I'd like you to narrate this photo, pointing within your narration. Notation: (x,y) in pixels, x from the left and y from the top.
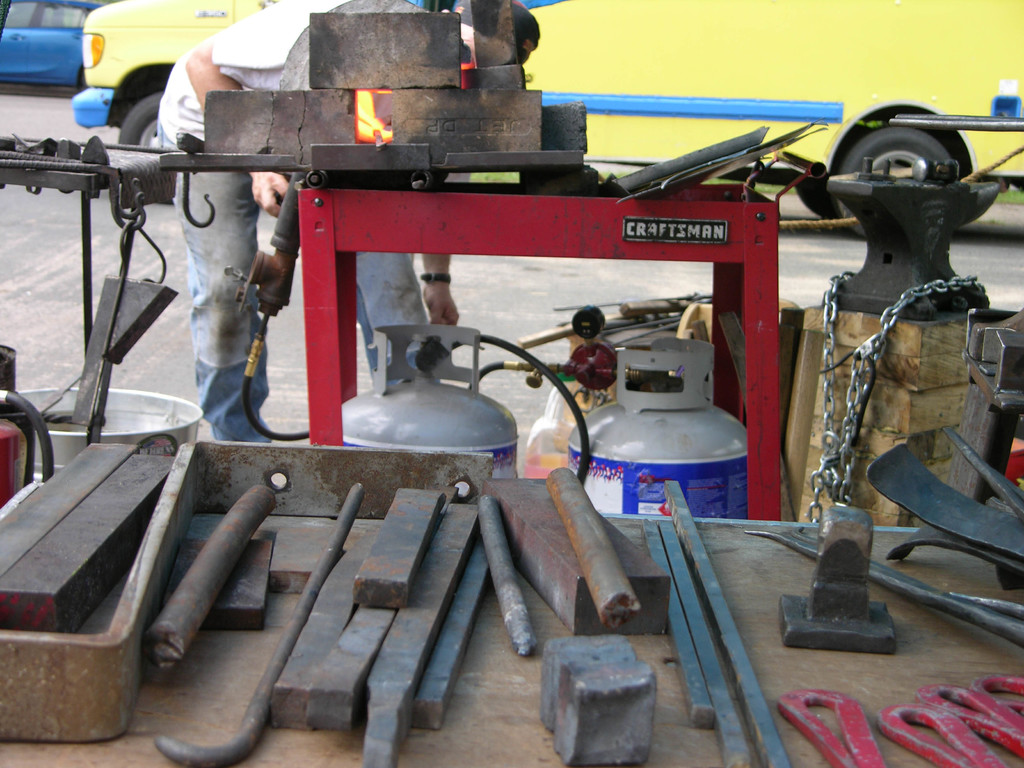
In this image in front (696,551) there are metal tools (657,552) on the table (731,566). In front of the table (731,566) there are two cylinders (495,413) and a gas stove (324,125). In front of the gas stove (350,105) there is a person (457,8) operating the stove (472,105). On the backside (661,44) there are two cars (133,37) parked on the road (40,112).
